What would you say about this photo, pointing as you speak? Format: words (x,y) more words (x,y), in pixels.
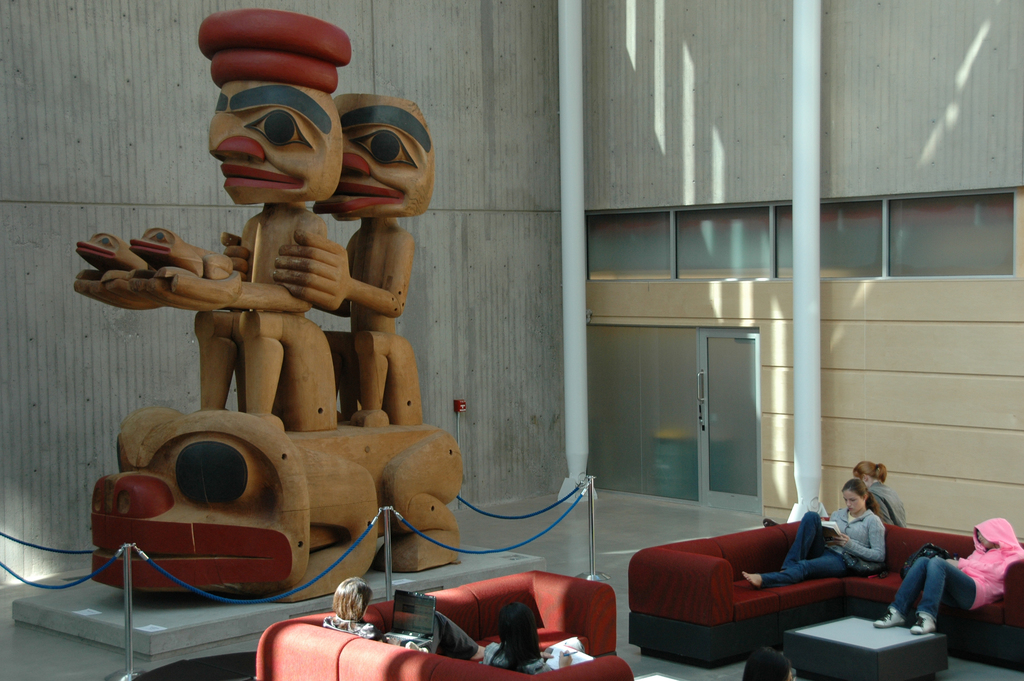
Here we can see a wooden statue (196,307). Here we can see a red colour sofa (438,671) and on the sofa (745,590) we can see few persons (932,572) are sitting. This is a table (856,649). Here we can see one person (876,486). This is a door (720,443) and floor (631,537).
